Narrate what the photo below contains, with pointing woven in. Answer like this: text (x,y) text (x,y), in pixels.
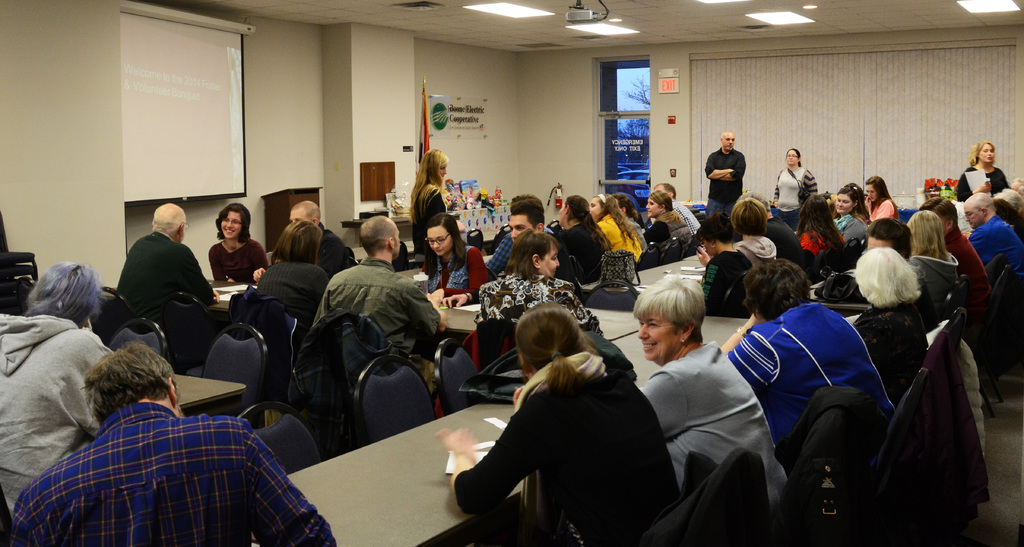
In this picture there are a group of people (69,483) sitting, they have a table (430,450) in front of them they are also some papers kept on it and there is a projector screen (236,52) over here and is a projector (579,2) attached to the ceiling (561,36) and on the right (684,52) there is a wall (672,104) and a door (629,146).
